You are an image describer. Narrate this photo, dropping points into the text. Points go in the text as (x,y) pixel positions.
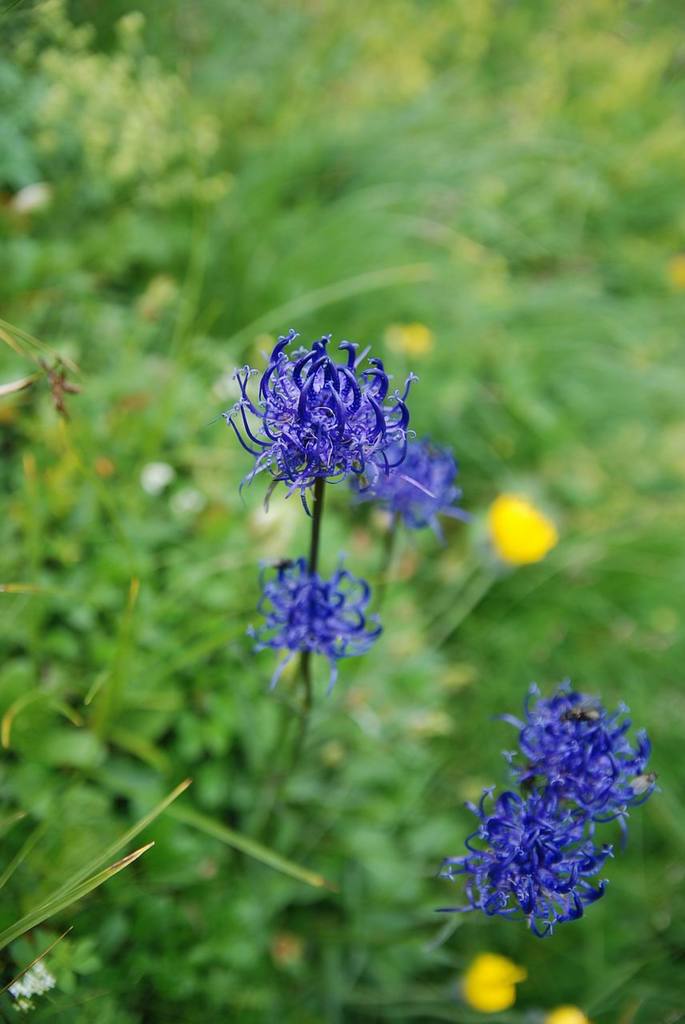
In the image there are violet color flowers (329,450). There is a green background (525,135) with leaves (216,768) and yellow colors.
